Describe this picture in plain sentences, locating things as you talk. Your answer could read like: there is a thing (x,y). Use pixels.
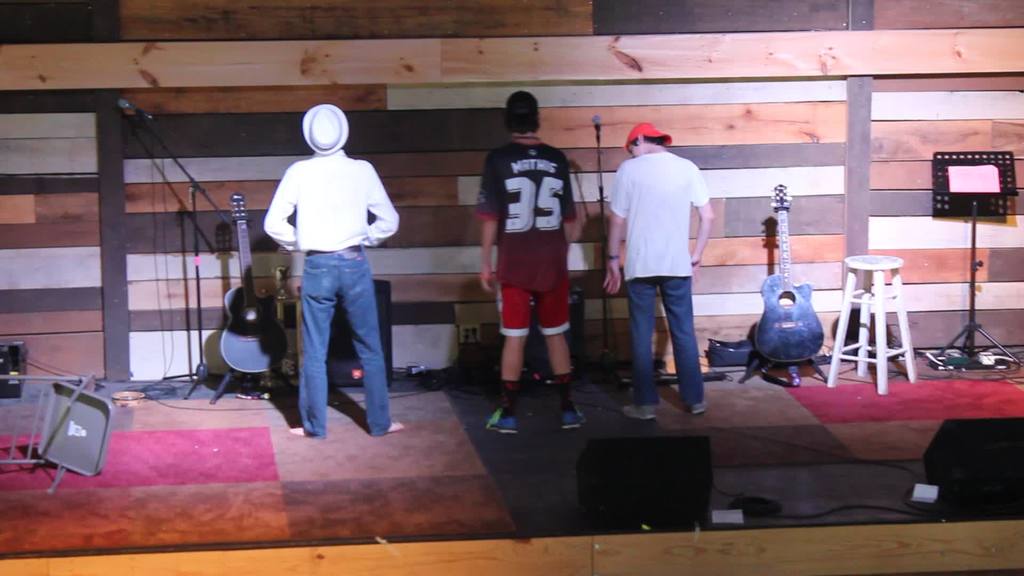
In this picture there are three men (680,228) who are standing near to the guitar (244,295), cables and other objects (177,376). On the right (964,163) I can see the stand (946,190) which is placed near to the wooden wall (1020,210). At the bottom (636,491) I can see the speakers (707,491) which are kept on the stage (738,448). On the left (64,408) I can see the chair (59,420).
